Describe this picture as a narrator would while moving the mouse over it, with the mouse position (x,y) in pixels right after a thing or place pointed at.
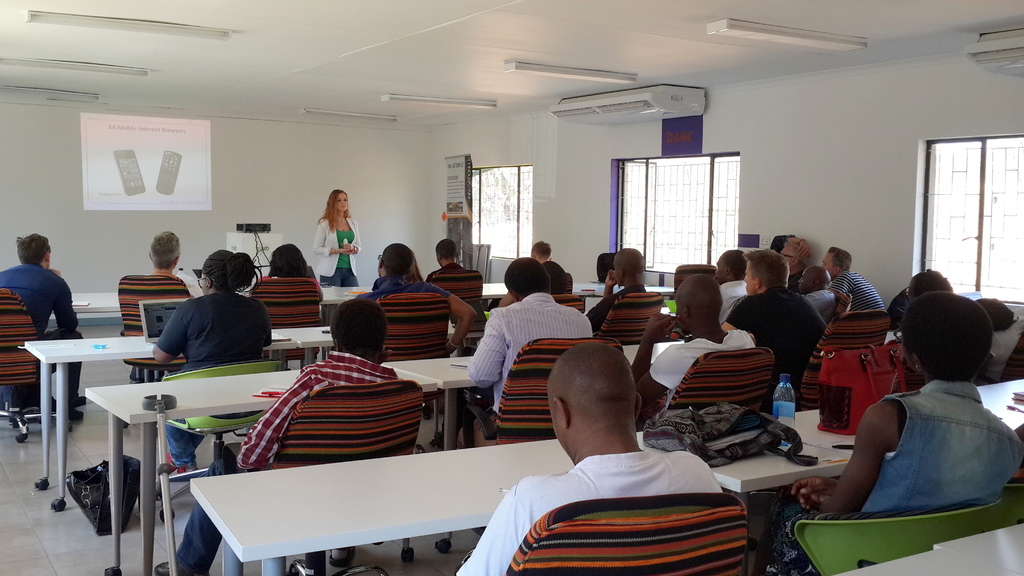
There are people (473,362) sitting on the chair (329,455) at their tables (429,458) and listening to the person (336,236), standing in front of them. On the wall (302,234) there is a screen (141,168). In the background (313,221) we can see projector (262,226), AC (656,105), windows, wall (259,212) and lights (186,30).
